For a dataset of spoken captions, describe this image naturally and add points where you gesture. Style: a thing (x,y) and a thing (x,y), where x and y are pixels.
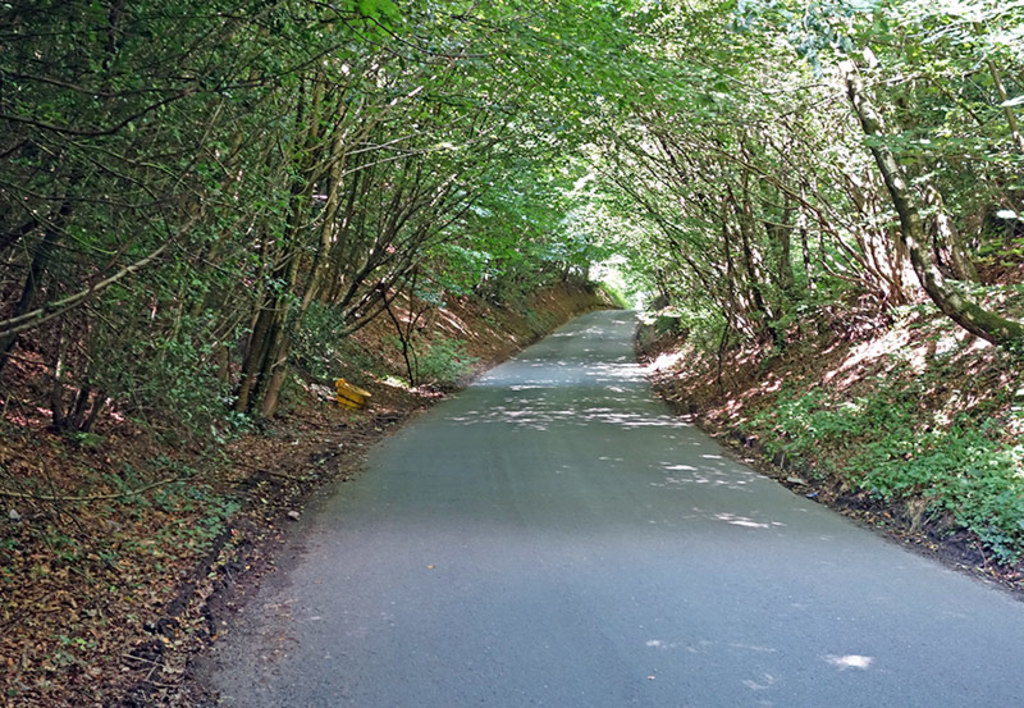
In the image there is a road (623,423) and around the road (646,490) there is a lot of grass (524,313) and trees (740,206).
